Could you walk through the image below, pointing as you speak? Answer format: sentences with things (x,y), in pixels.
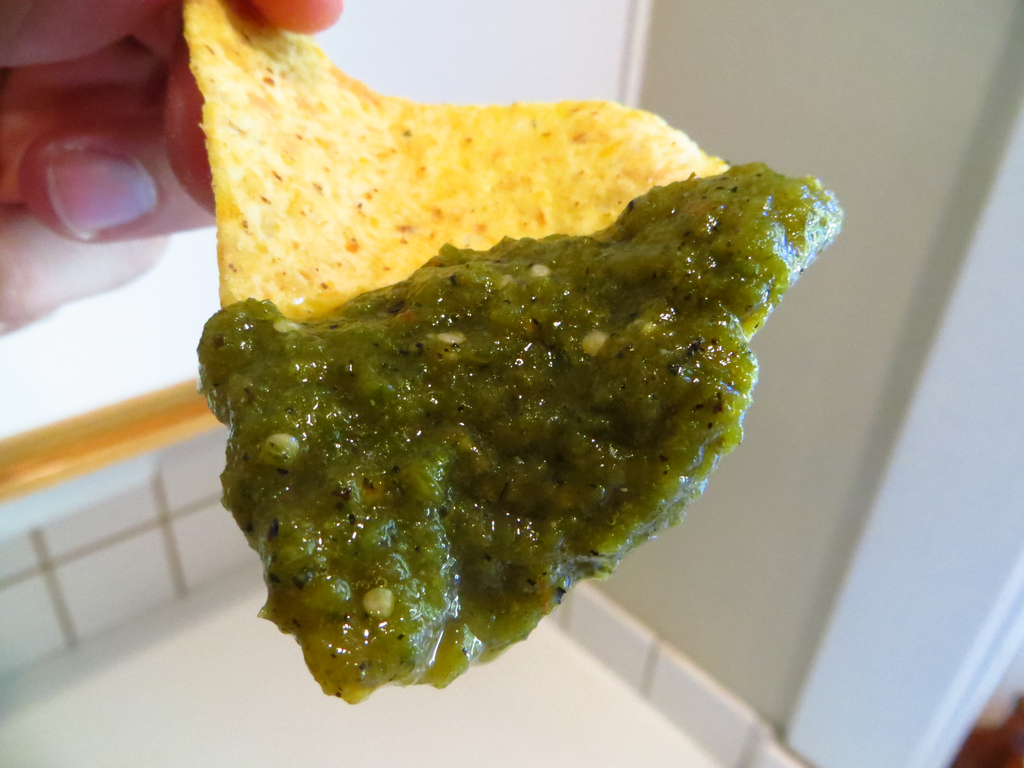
In this picture, we see the hand (118,178) of the person (172,197) is holding an edible (335,281). In the background (655,98), we see a white wall (735,70) and a door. At the bottom (500,736), we see the floor (190,663). This picture is clicked inside the room (729,488).
